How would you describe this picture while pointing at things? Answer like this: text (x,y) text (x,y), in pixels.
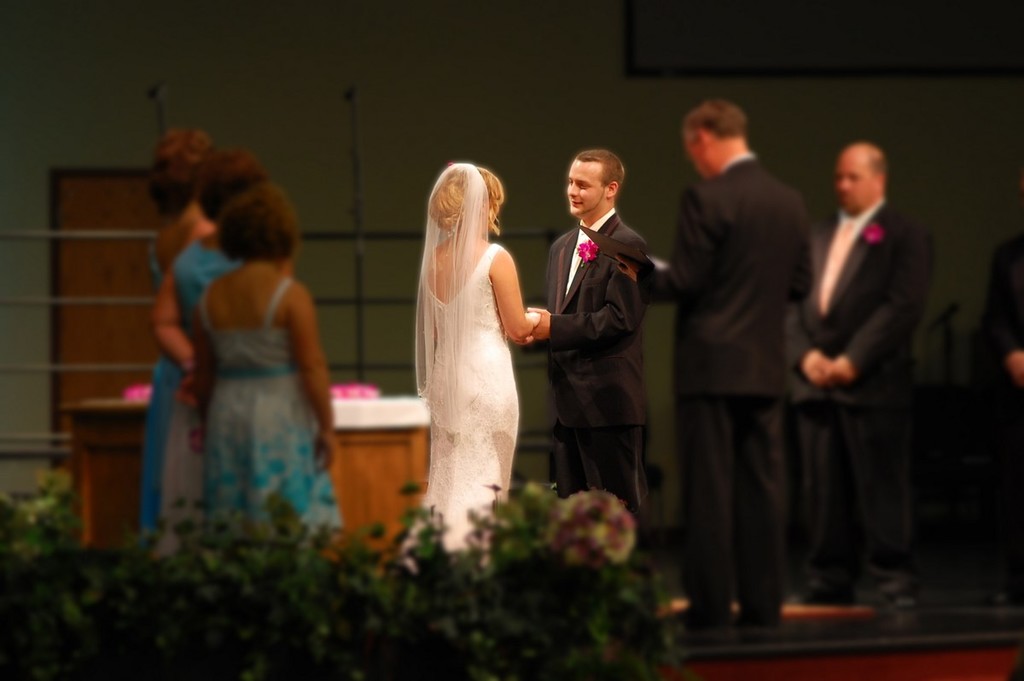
In this picture I can see few people (832,314) are standing and I can see a man (721,316) holding a book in his hand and I can see a man (576,264) and a woman (429,288) holding their hands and I can see a table (425,459) and few plants (315,607).
